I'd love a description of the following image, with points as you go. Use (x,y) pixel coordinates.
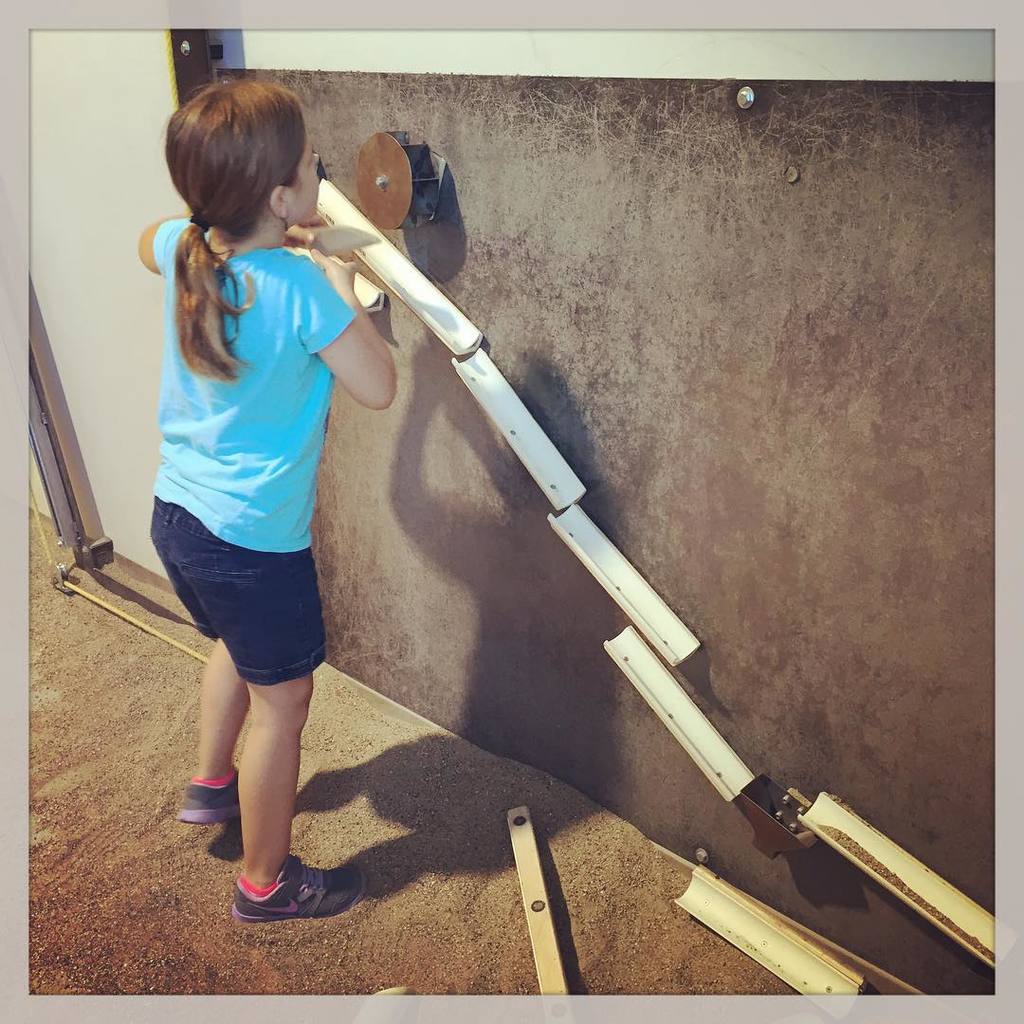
There is a girl (292,352) in blue color t-shirt (295,407), standing and holding an object (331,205) in front of the sheet (639,143). On which, there are some items (929,879) arranged in a line. There is a wood stick (534,897) and other items (751,926) on the sand surface (401,876). In the background (141,35), there is white wall (354,57).
